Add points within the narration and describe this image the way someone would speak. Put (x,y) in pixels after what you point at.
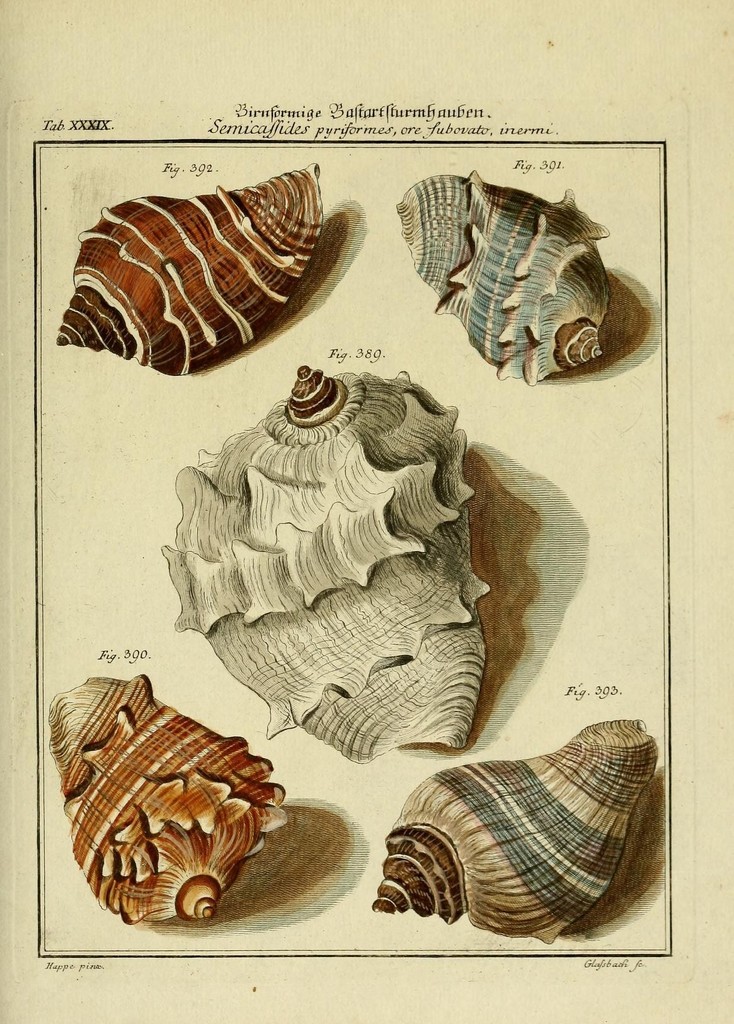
In this image we can see the pictures (192,326) of different types of shells (196,501) on the paper (86,464).
